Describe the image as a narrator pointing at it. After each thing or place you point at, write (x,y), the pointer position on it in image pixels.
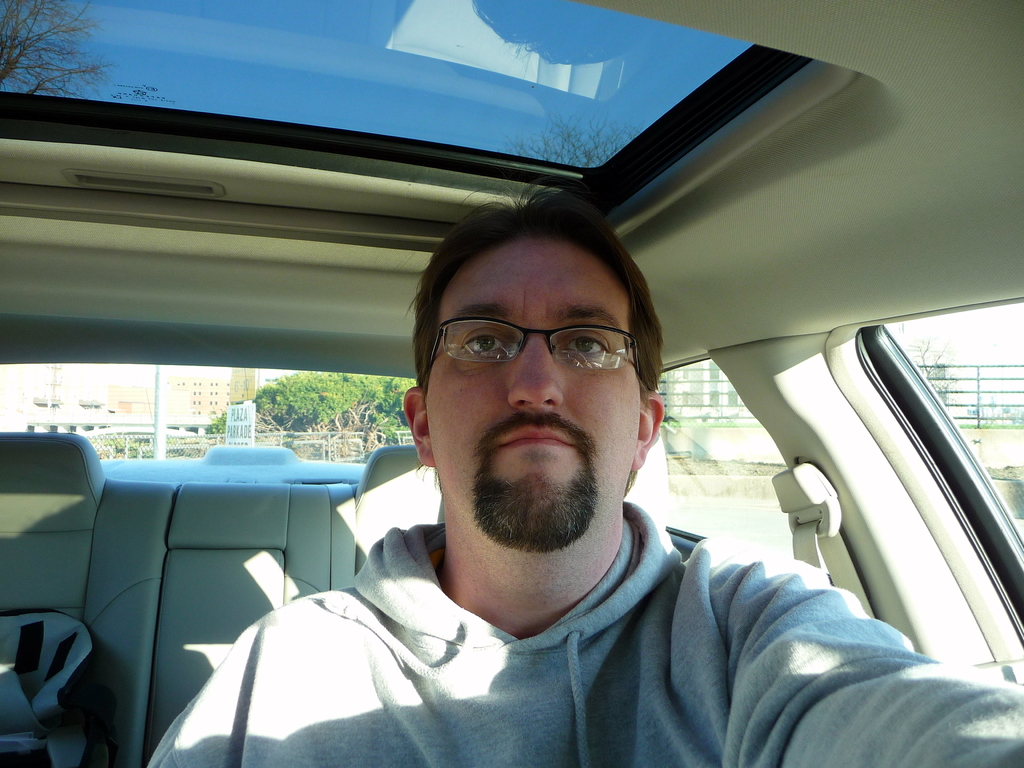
There is a person (434,535) wearing specs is sitting inside a car (29,563). Through the glasses (218,426) of car (11,568) we can see trees (327,403), buildings (220,399), railings (711,407) and sky (354,88).
